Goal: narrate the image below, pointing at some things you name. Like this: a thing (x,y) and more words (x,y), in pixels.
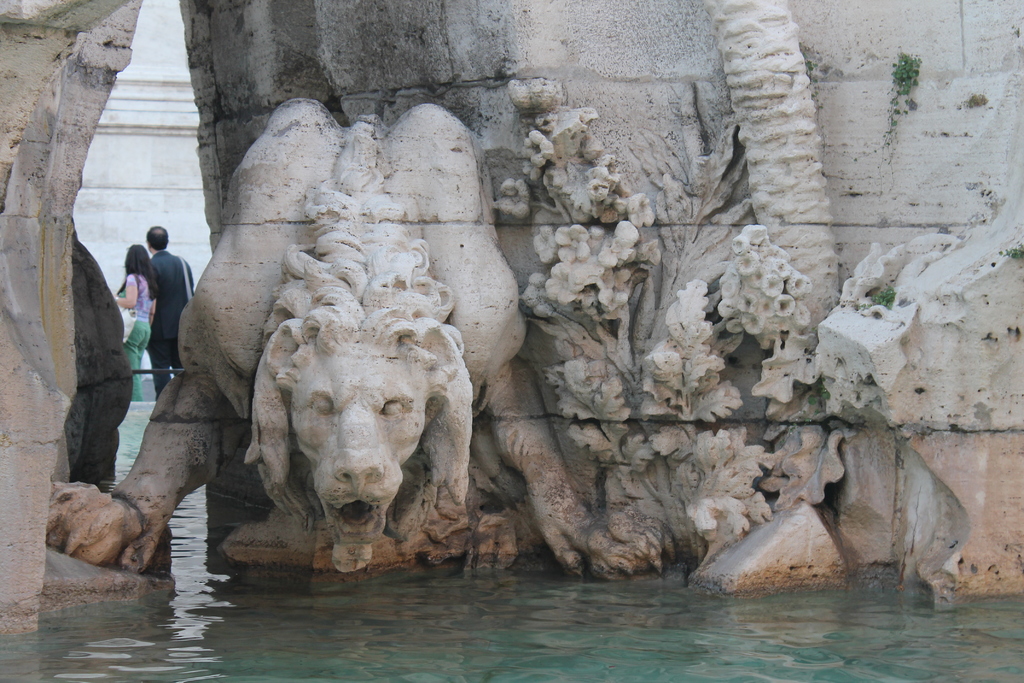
In this image there are sculptures (642,263) on the wall (638,65). There is a woman (139,337) carrying the bag (130,320). Beside her there is a person (171,312) standing. Before them there is a wall (121,237). Bottom of the image (506,582) there is water (459,598).
